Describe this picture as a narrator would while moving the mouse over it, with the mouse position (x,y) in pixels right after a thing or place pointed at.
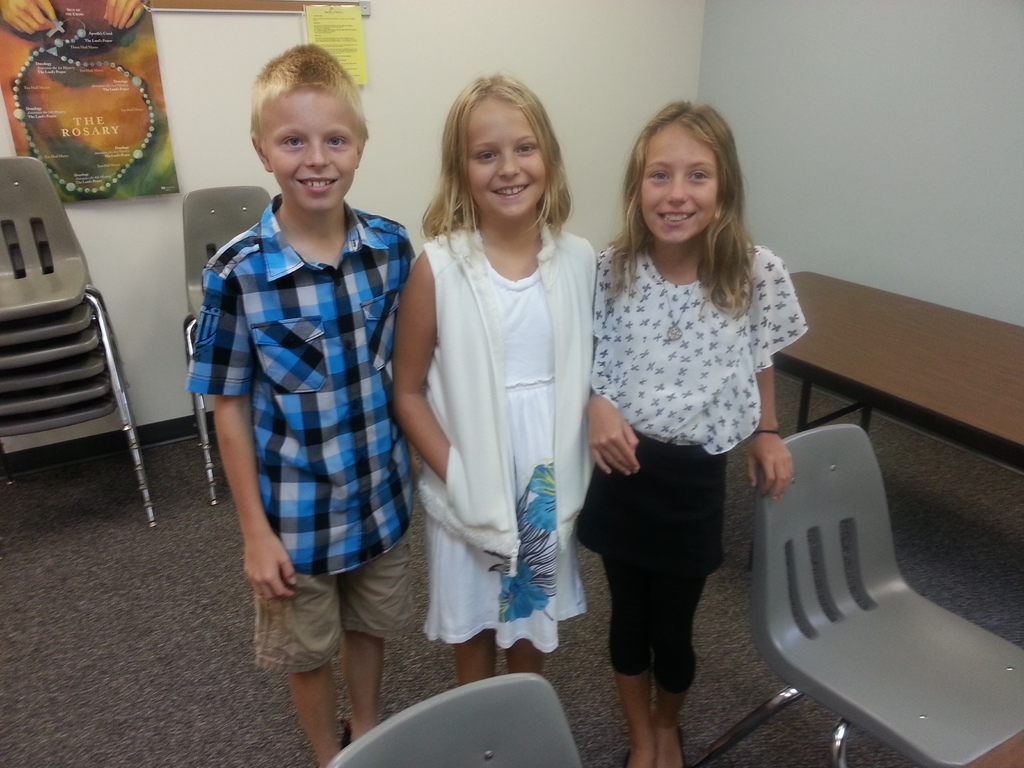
This picture is of inside the room (867,151). On the right corner (873,491) there is a chair (859,527) and table (985,374). In the center (583,367) there are two girls (555,166) smiling and standing and there is a boy (312,110) wearing blue color shirt (318,358), smiling and standing. In the background (40,195) we can see the chairs (55,377) placed one above the another, a poster (86,96) on the wall (208,93) with a text (105,134) printed on it.
